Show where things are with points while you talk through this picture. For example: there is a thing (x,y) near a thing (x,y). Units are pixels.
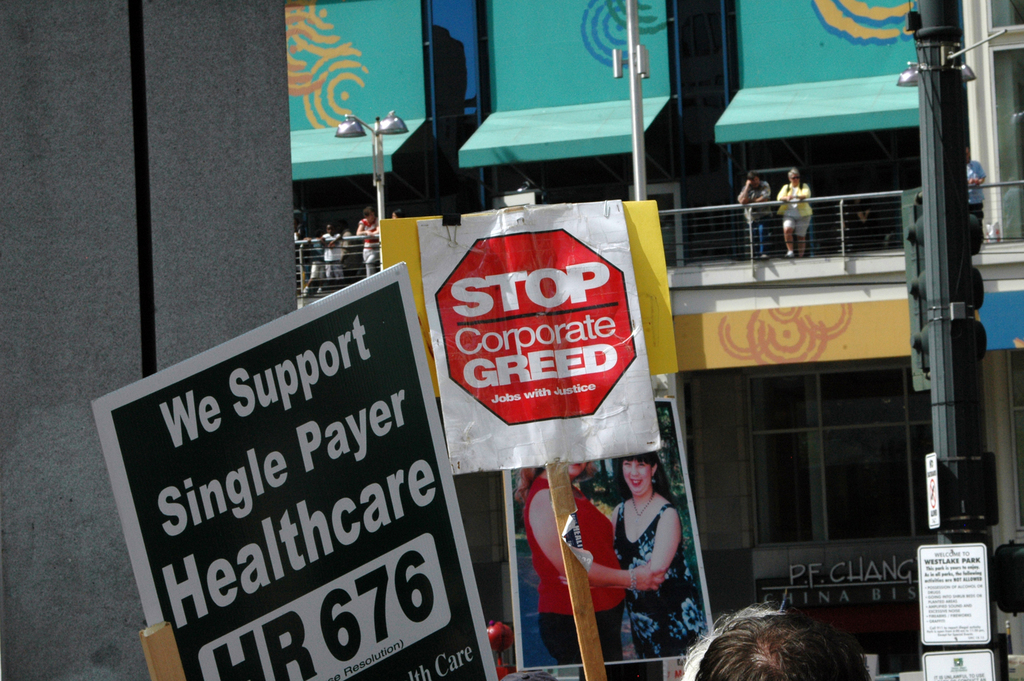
In the picture there are few advertisement boards (218,599) and in the front (698,648) there are two heads (728,624) of some people (714,633) and in the background (755,317) there is a building (437,200) and few people (377,233) were standing in the balcony (776,209) of the building (679,214).
